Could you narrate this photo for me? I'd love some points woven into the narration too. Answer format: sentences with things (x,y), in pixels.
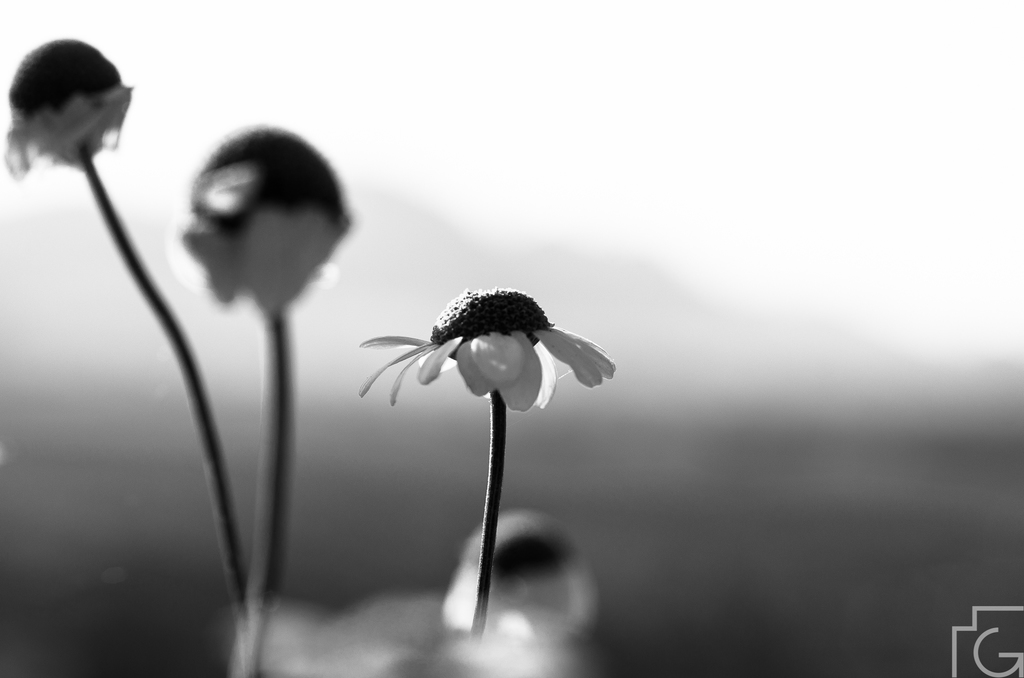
in this picture we can see the black and white photograph of the small flowers (499,375). Behind there is a blur background (41,476).
